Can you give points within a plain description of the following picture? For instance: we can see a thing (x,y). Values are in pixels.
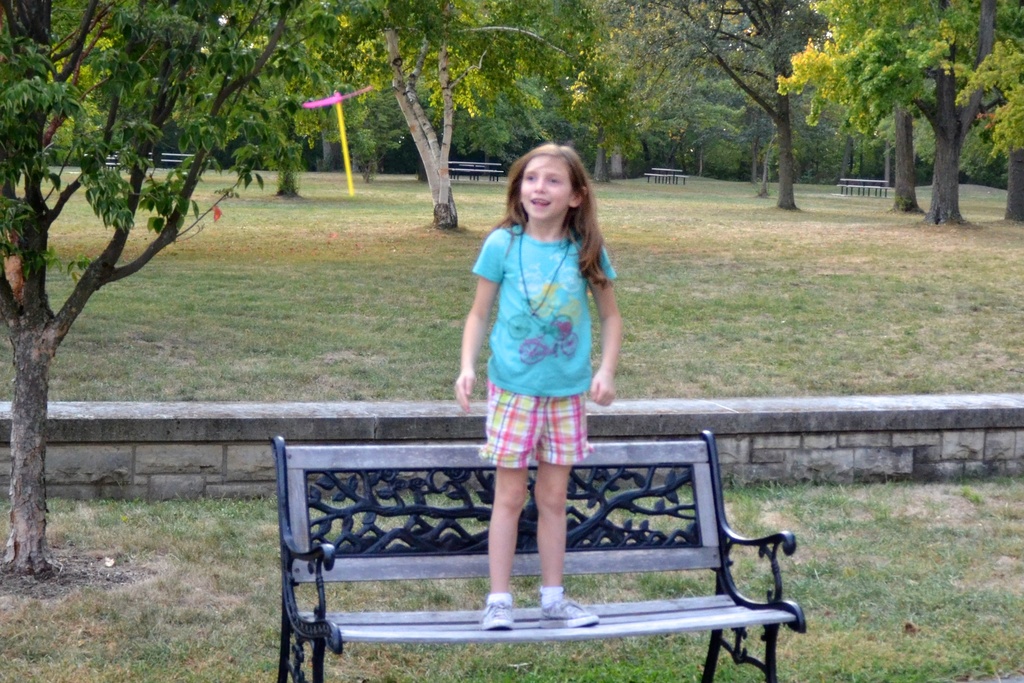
In this image I can see a girl (497,498) standing on the bench (647,631) at the background (476,117) we can see trees (306,132).
